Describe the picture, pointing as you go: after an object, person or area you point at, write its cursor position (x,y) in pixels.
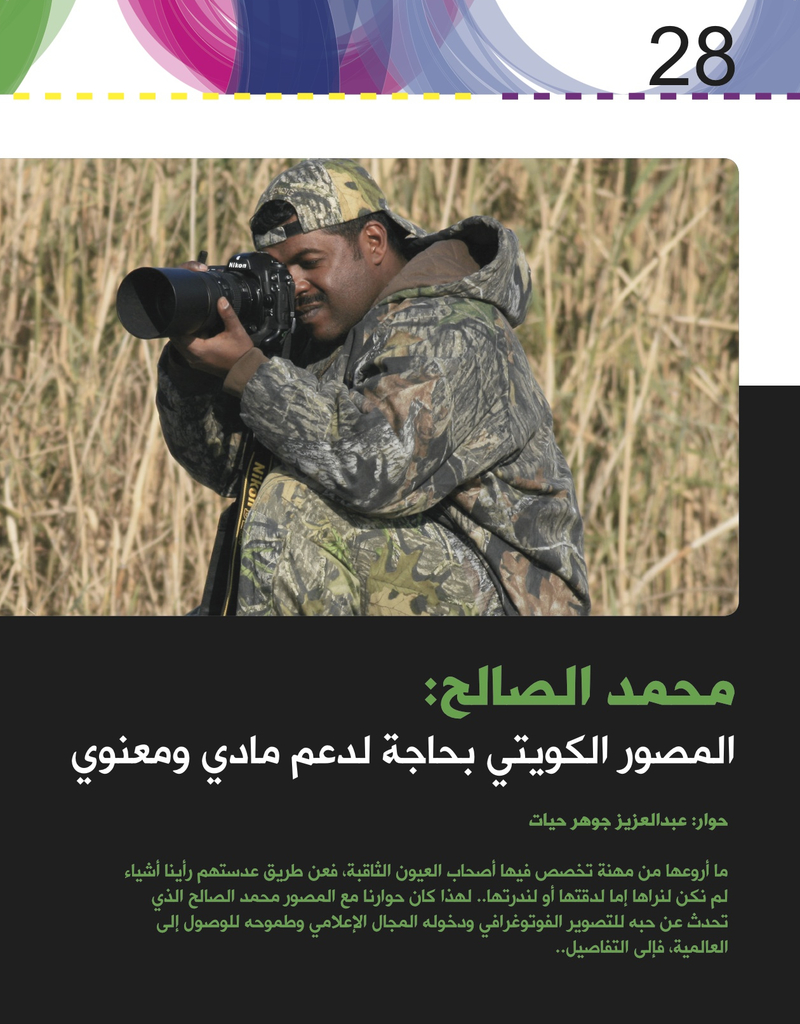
This image consists of grass (617,368) and a person (417,459) who is holding camera (187,280). He wore jacket (434,388) and Cap (316,223). There is something written in this image in other languages. On the top right corner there is a number 28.
